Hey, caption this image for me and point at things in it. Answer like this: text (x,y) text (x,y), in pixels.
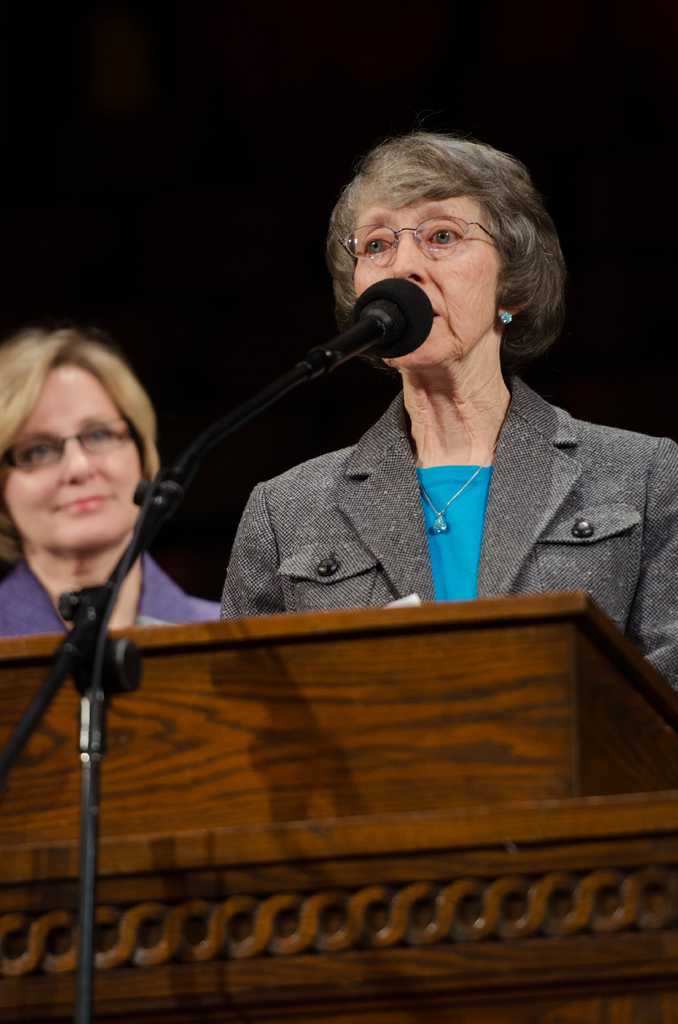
In this picture, we can see two ladies (373,483), podium (339,761), microphone (101,737), wire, and the dark background (313,25).
